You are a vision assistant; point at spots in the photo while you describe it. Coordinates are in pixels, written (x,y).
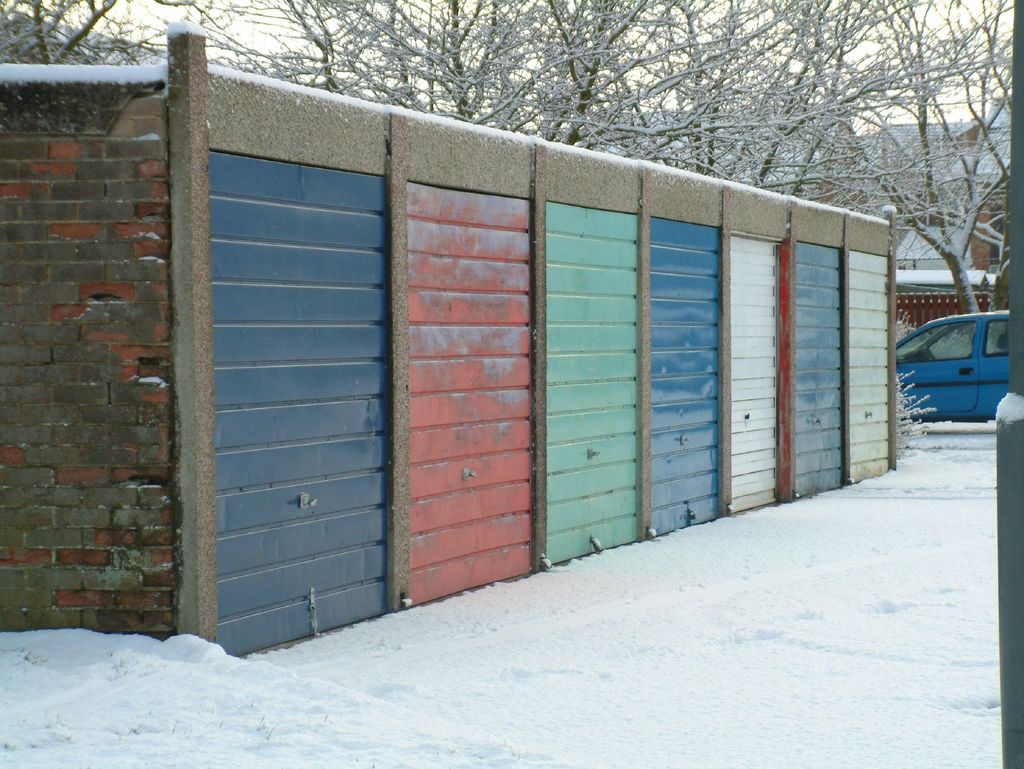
In this image I can see snow (638,673), a blue colour car (969,349), few trees (807,113), buildings (851,177) and wall (344,530). I can see colour of this wall (834,275) is blue, red, green and white.
